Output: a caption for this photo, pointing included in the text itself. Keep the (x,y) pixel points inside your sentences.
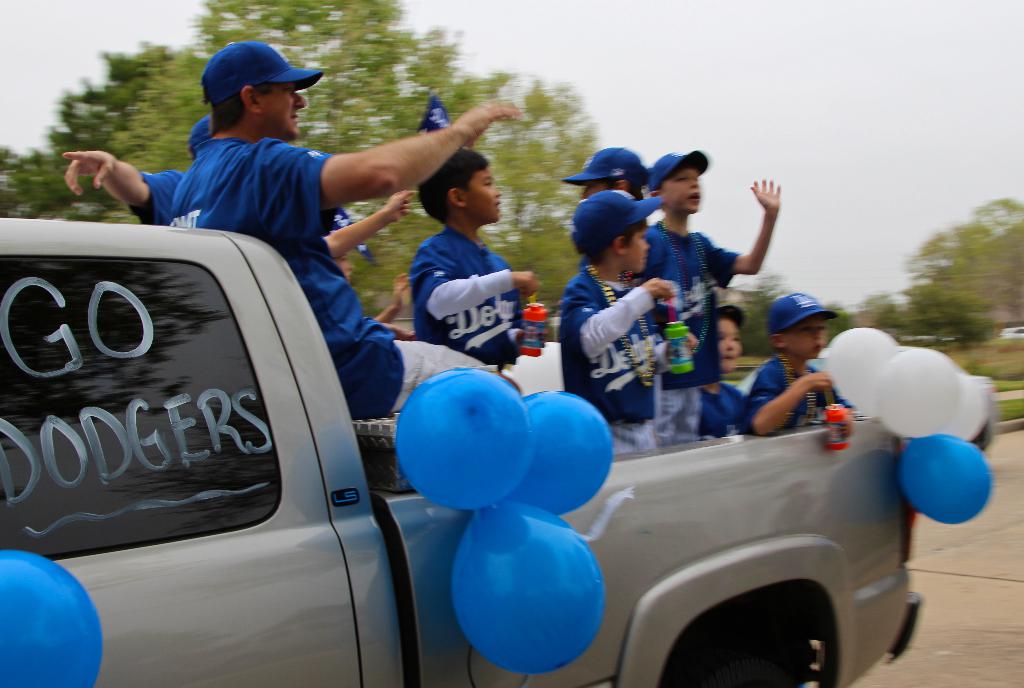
In this image we can see a vehicle (773,544). In the vehicle (354,488) there are few persons (764,388). On the vehicle (130,482) we can see balloons (855,358) and text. Behind the vehicle (221,244) we can see trees (414,93). At the top (648,122) we can see the sky (661,59). On the glass (40,426) of the vehicle (125,389) we can see the reflection (125,366) of a tree (61,403).
